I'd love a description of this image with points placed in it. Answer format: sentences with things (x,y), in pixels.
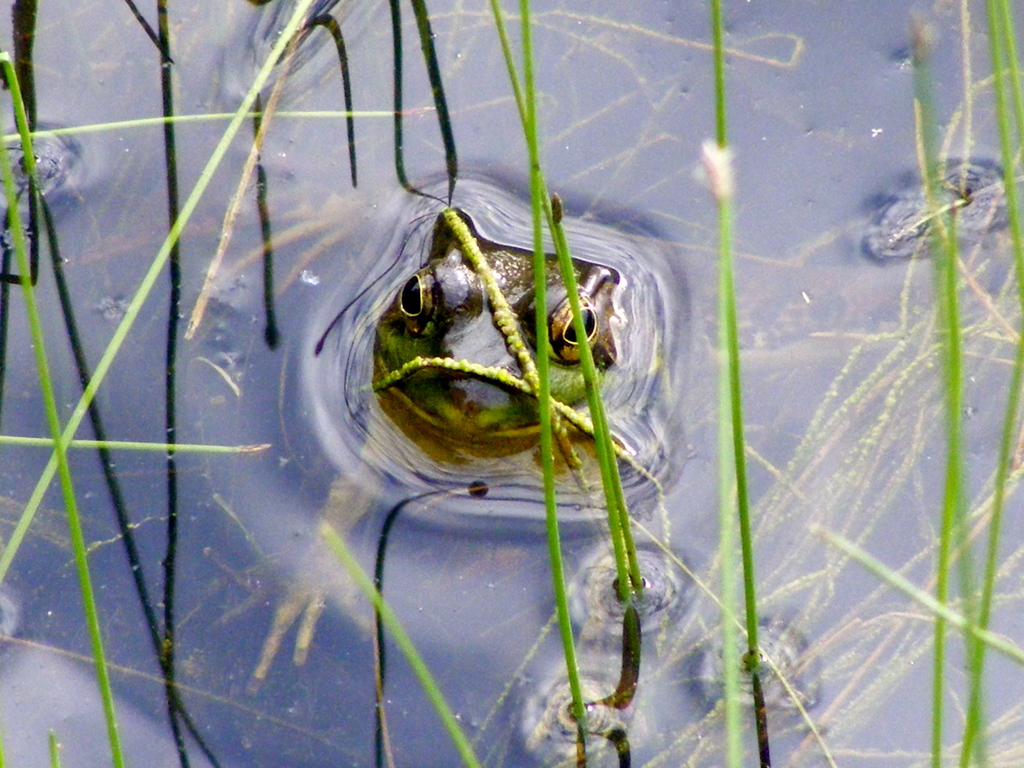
In this image I can see the frog (455,385) which is in brown, green and black color. It is in the water (342,404). I can also see the grass (624,586) in the water (650,587).
